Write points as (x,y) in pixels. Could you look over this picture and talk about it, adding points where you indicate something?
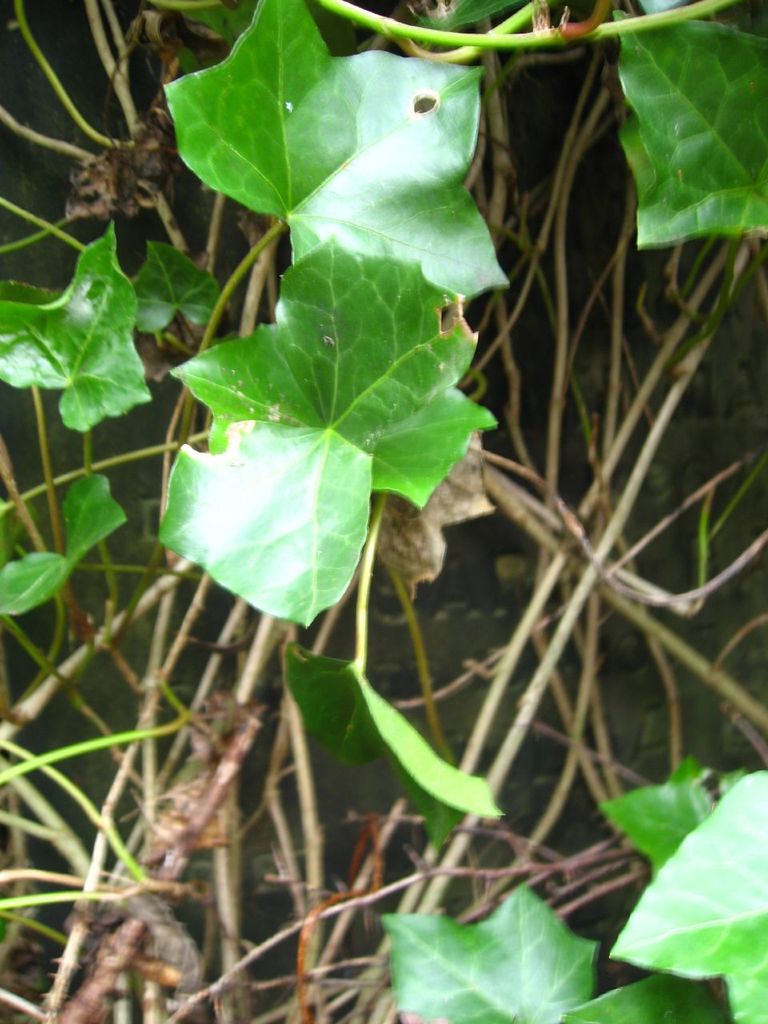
In this picture we can see some branches (472,761) and leaves (262,551) of a plant (383,272).
